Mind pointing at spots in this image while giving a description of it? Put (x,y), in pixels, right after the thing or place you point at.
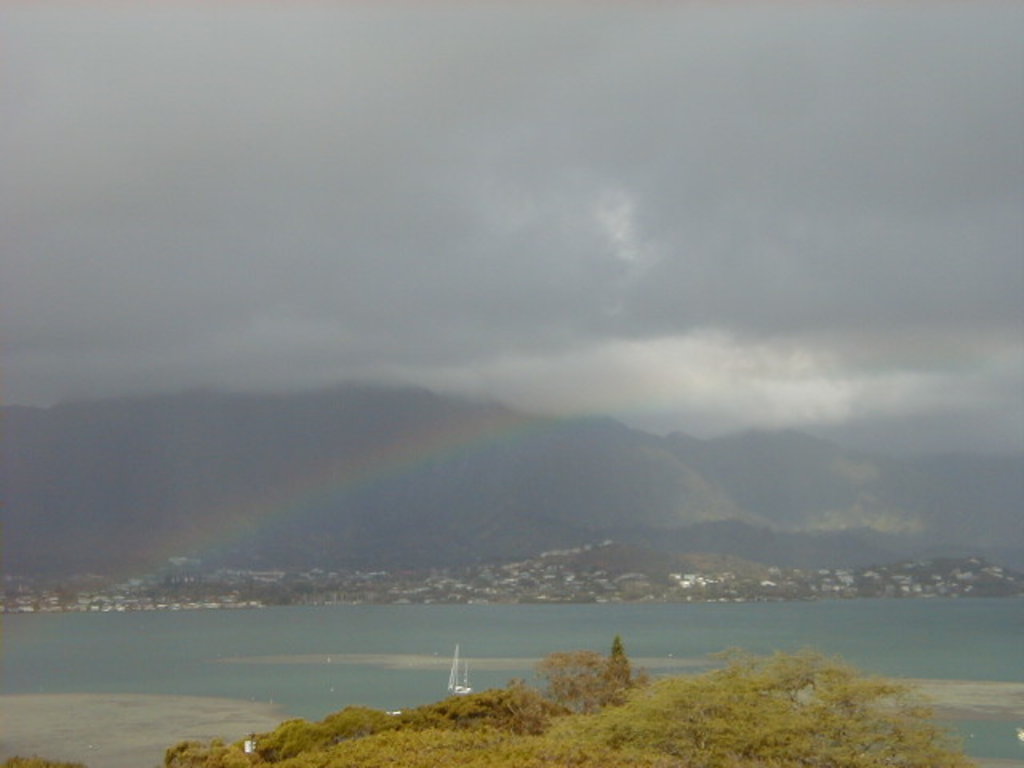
In this picture there is greenery (893,744) at the bottom side of the image (542,710), it seems to be there houses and trees (592,568), there is sky (361,10) at the top side of the image (374,99), it seems to be an aerial view.
